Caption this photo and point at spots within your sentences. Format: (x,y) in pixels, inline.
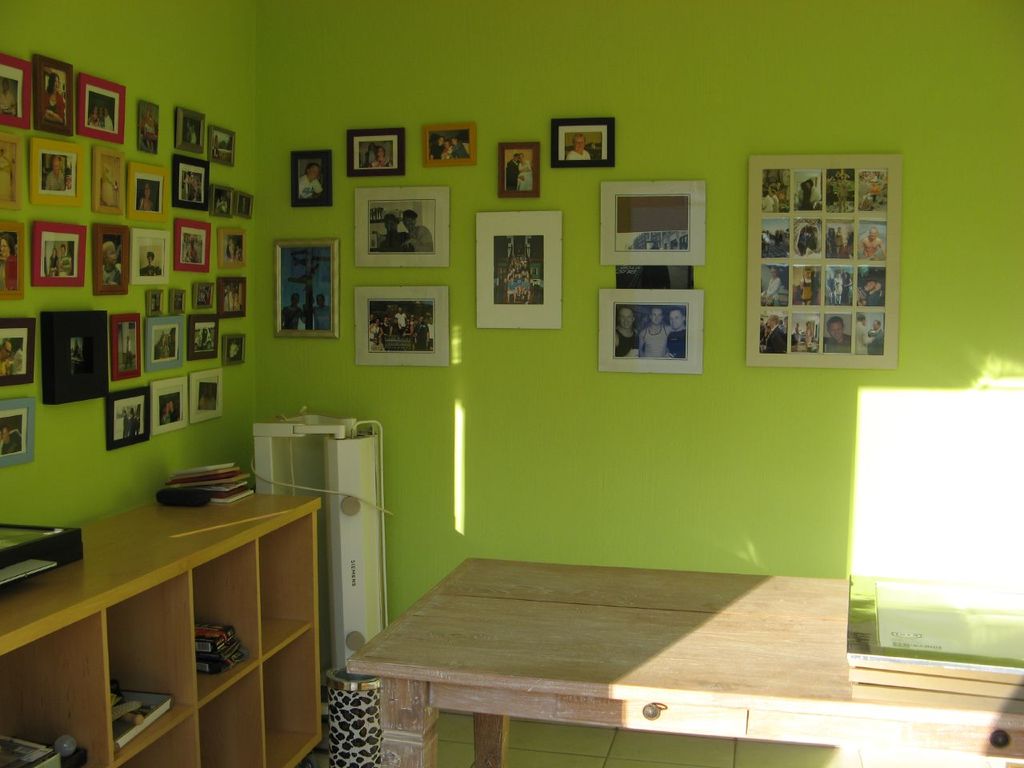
We can see table (589,637), device (361,461) and bin (368,683). We can see books (234,633) and objects (71,736) in wooden racks (186,627). We can see objects (193,492) on the wooden surface (200,534). We can see frames (145,266) on the wall (451,49).
